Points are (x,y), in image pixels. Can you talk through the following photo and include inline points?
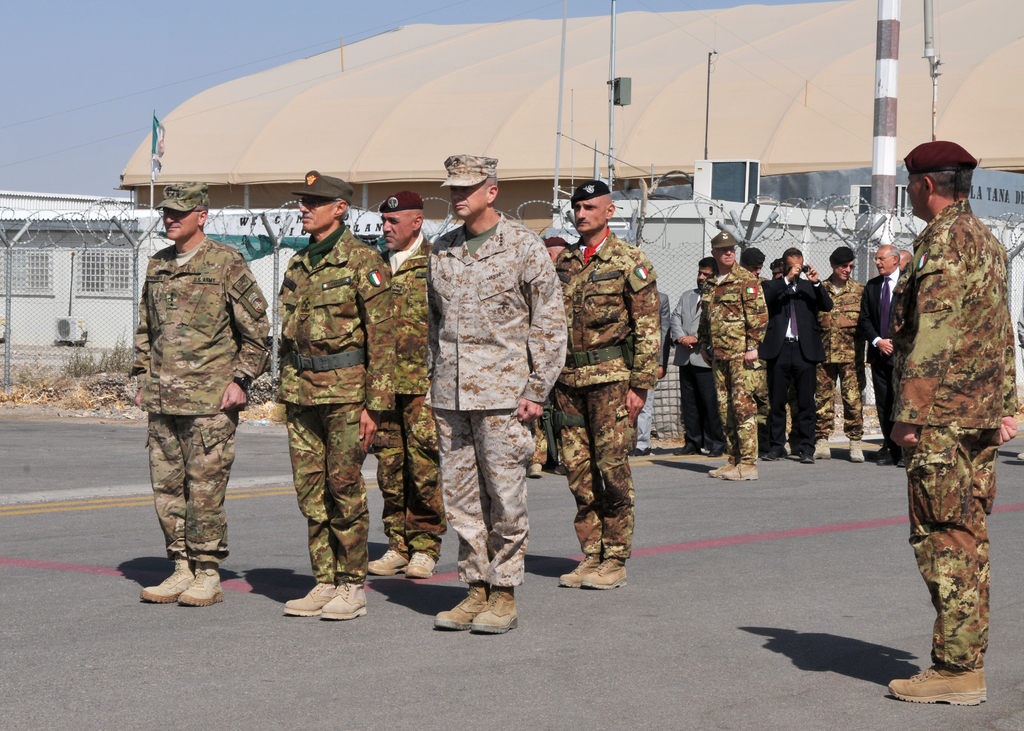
Here we can see group of people (594,441) on the road (579,608). There are poles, fence (285,228), flag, and a shed (782,137). In the background (16,20) there is sky (282,29).
